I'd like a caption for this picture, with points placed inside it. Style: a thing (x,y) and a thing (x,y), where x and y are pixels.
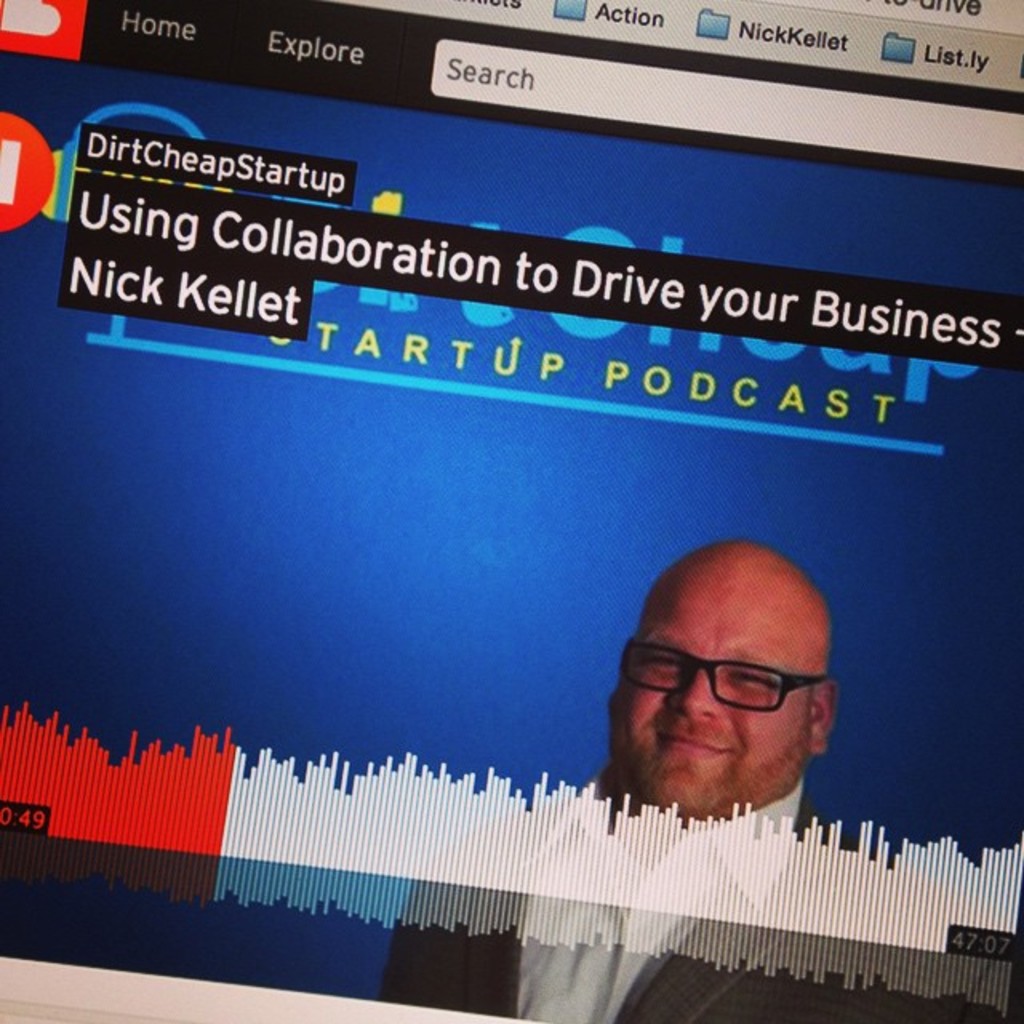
In the picture I can see a web page (510,438). In the web page (638,593) I can see a man (707,794) who is wearing spectacles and some text (386,256) on the web page (382,328).
